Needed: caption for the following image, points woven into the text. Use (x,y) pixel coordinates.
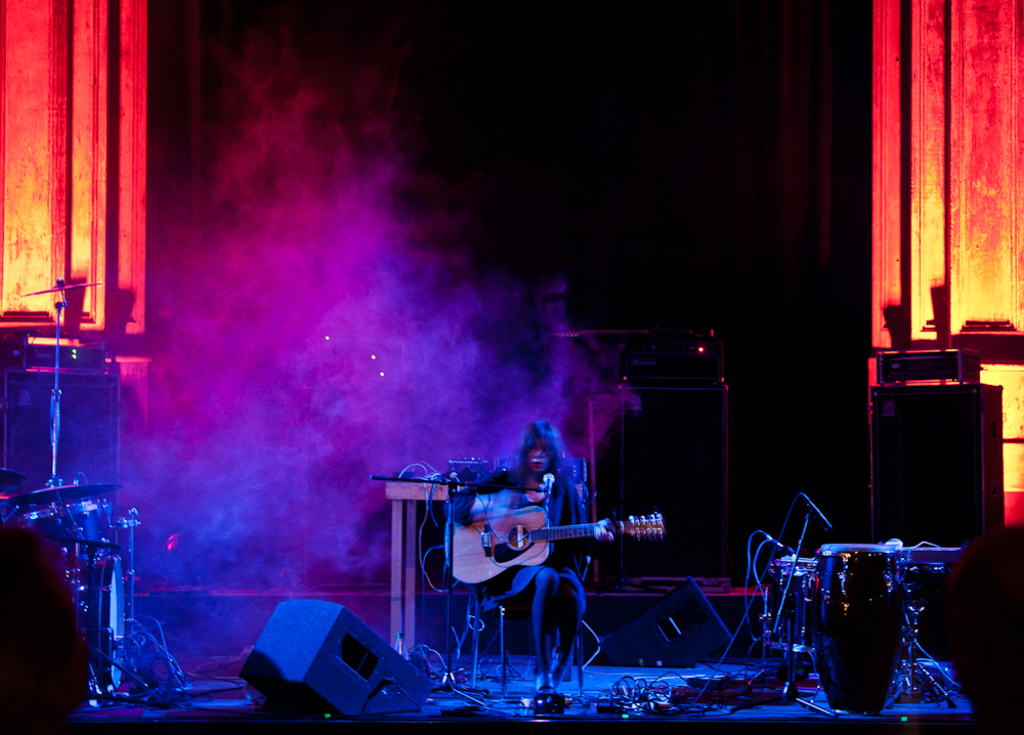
This picture is of inside. In the center (540,478) there is a person (561,580) sitting on the chair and playing guitar (559,533). On the right (877,607) there are some musical instruments (882,587). In the background (139,48) we can see the wall (886,218), a machine (936,356) placed on the top of the table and lights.
